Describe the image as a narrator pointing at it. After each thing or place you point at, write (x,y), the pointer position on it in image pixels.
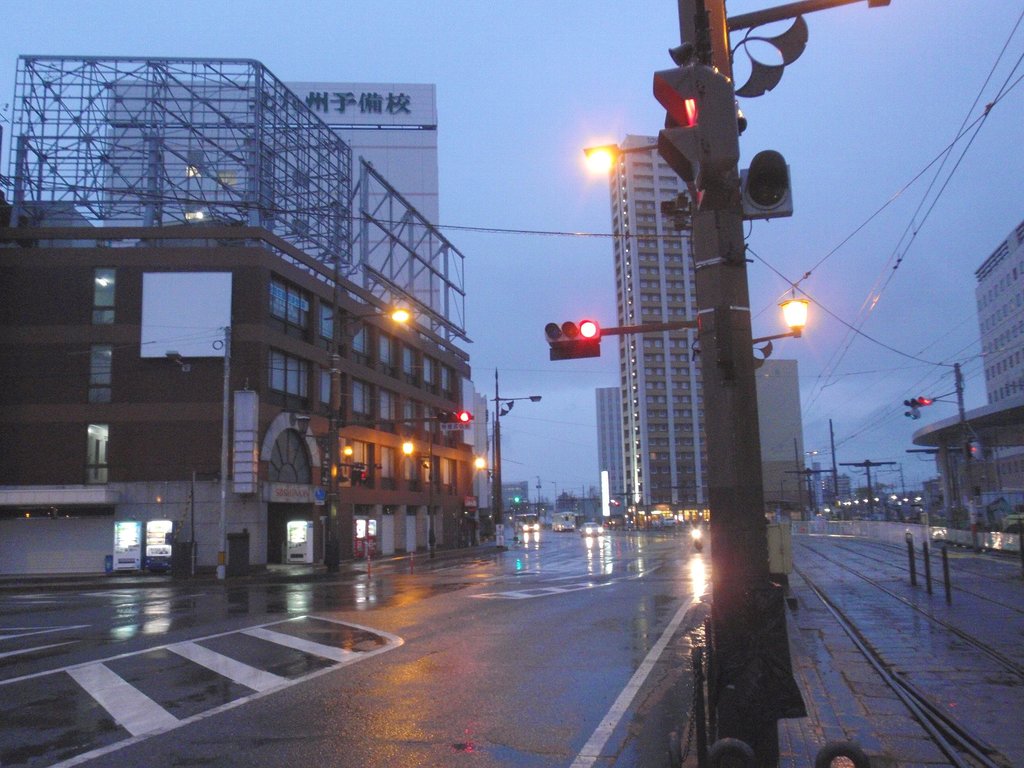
In this image I can see a road (601,613) in the centre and on it I can see number of vehicles (697,533). On the both sides of the road (583,574) I can see number of buildings (990,340), number of poles (493,502), signal lights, street lights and number of wires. On the top left side of the image (338,90) I can see a white colour board (369,115) and on it I can see something is written. In the background (519,87) I can see the sky (555,245).
